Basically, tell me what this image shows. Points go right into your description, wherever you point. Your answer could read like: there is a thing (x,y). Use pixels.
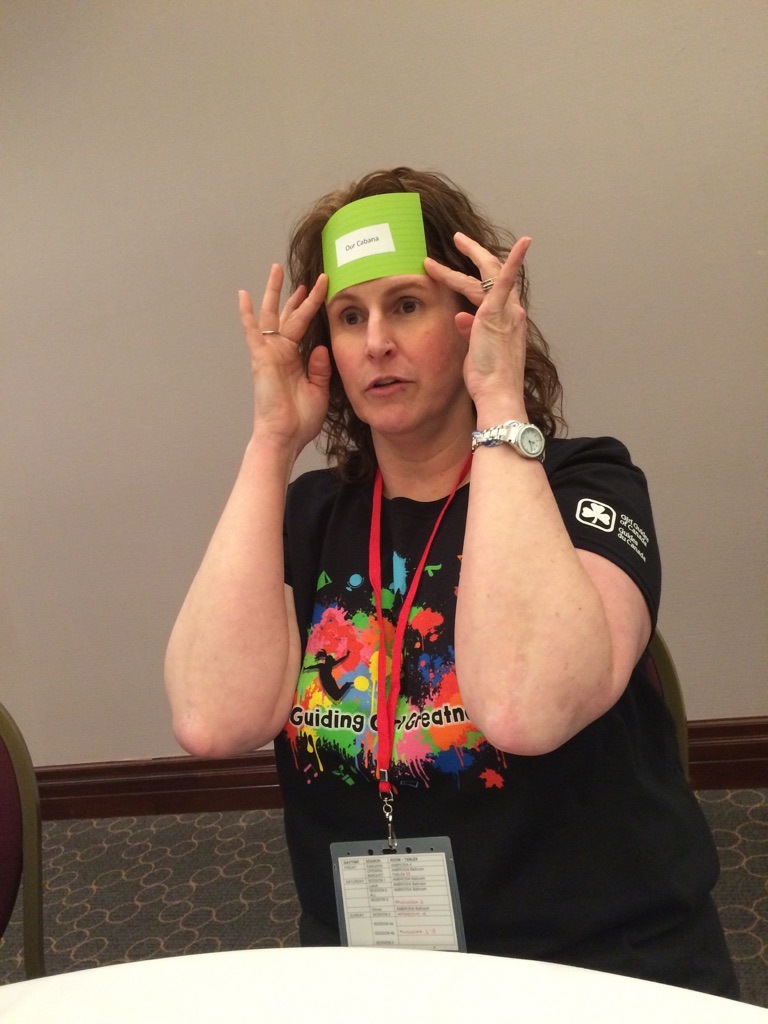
In this image we can see a woman (300,757) wearing black T-shirt (319,754), identity card (423,875) and watch (517,430) is sitting and holding a green color card (346,282) near her head (433,250). Here we can see chair (2,827), table (633,989) and the wall (218,316) in the background (206,410).
